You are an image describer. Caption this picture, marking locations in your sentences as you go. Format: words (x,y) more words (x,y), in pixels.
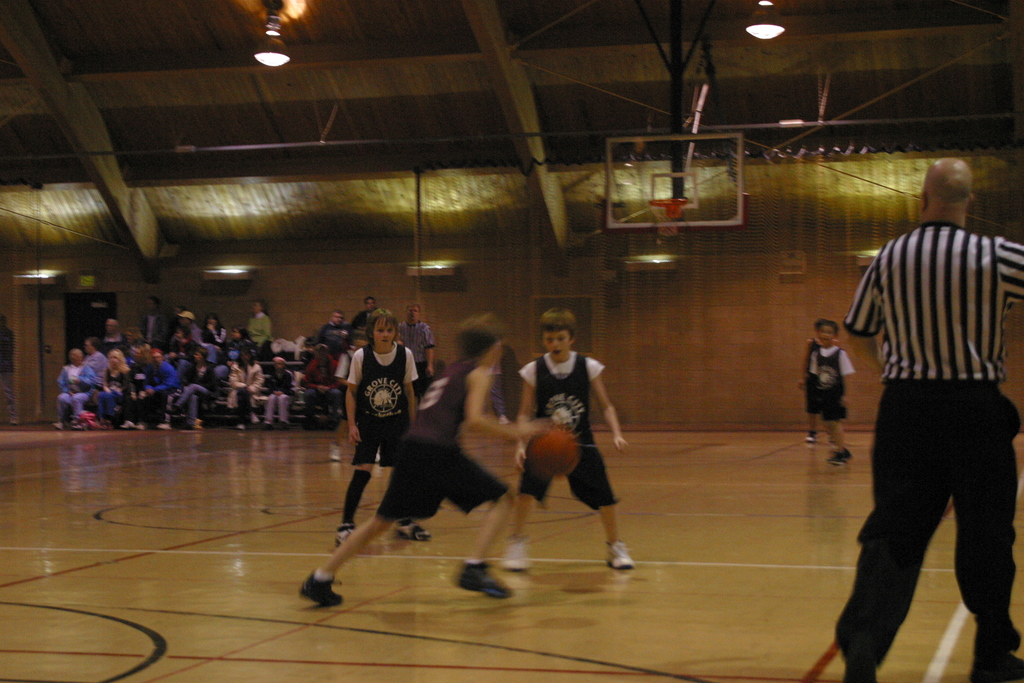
In this image there are persons (352,442) playing, sitting and standing. In the front (951,359) there is a person (967,374) walking. In the background (758,198) there is a basketball net (668,205), there is a door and there is a wall (750,186) and at the top (276,28) there are lights (276,28).
